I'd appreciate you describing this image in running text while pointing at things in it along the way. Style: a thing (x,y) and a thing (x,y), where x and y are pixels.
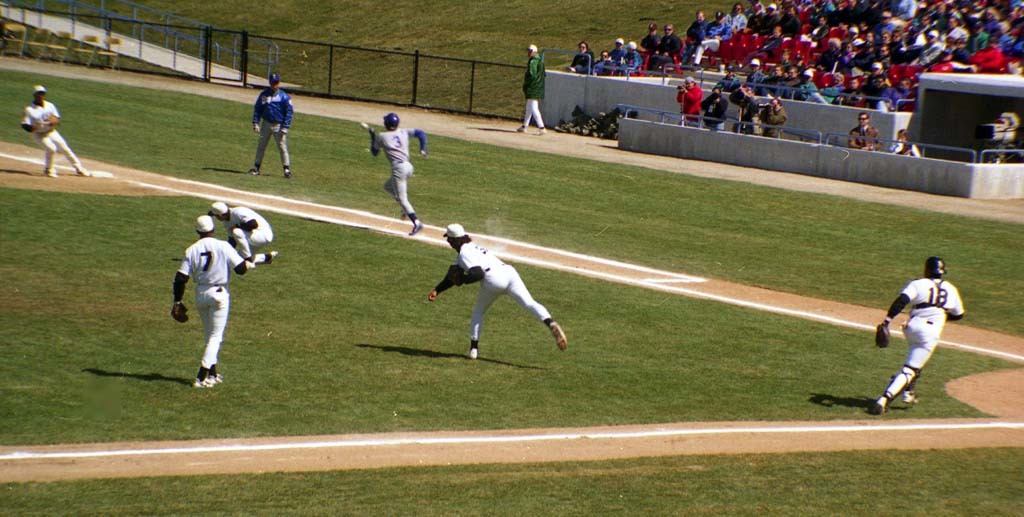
In this image, we can see sports persons (196,227) on the ground (301,235) and in the background (179,44), there is a fence (245,58) and we can see railings (253,59), some objects (96,37) and there is a crowd (736,88).
